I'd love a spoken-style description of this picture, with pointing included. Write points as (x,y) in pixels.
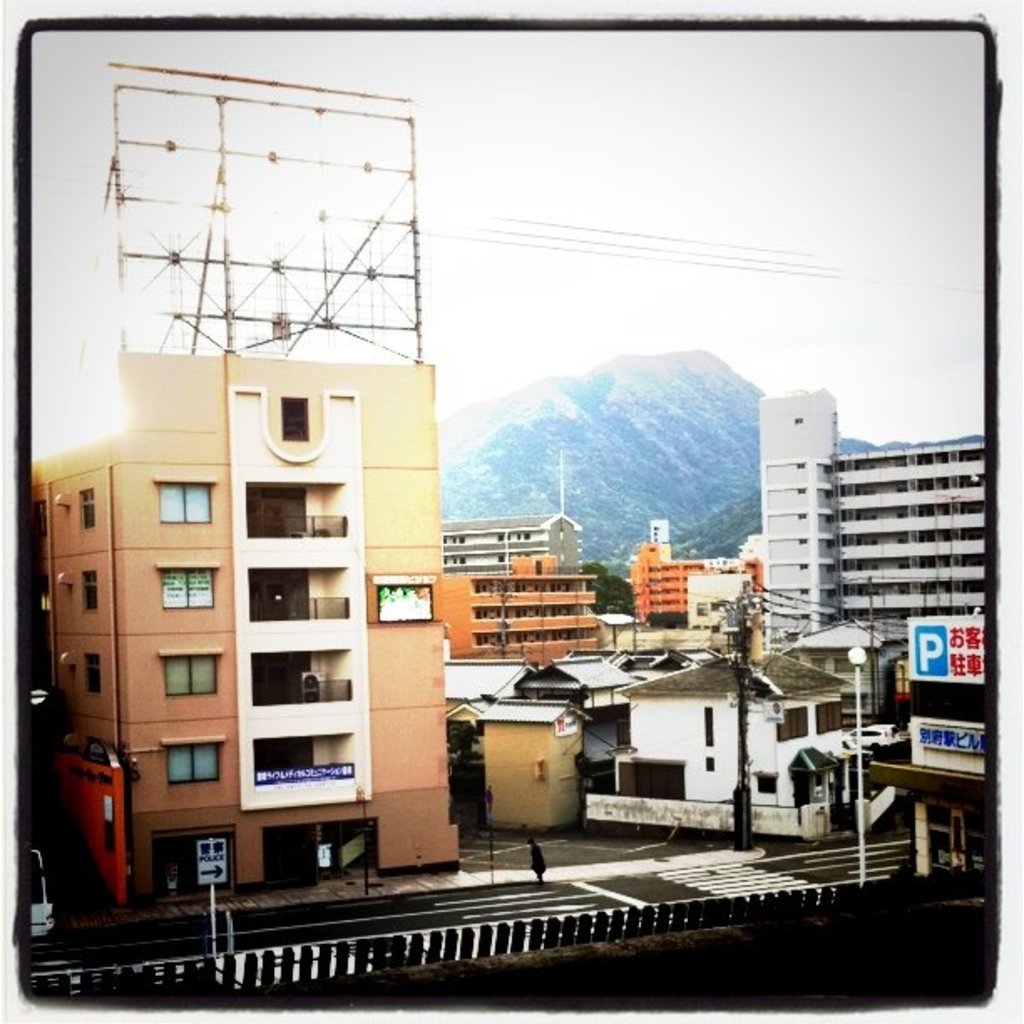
In the background (756,322) we can see the sky (839,340), hills (633,398) and the thicket (589,406). We can see the buildings (657,546), transmission wires (758,246). In this picture we can see the rooftops (606,653), poles (748,667), light pole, hoardings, sign board (933,642). We can see the hoarding stand (248,180) at the top of a building (343,867). A person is visible on the road (745,892). We can see the railing (651,913).
